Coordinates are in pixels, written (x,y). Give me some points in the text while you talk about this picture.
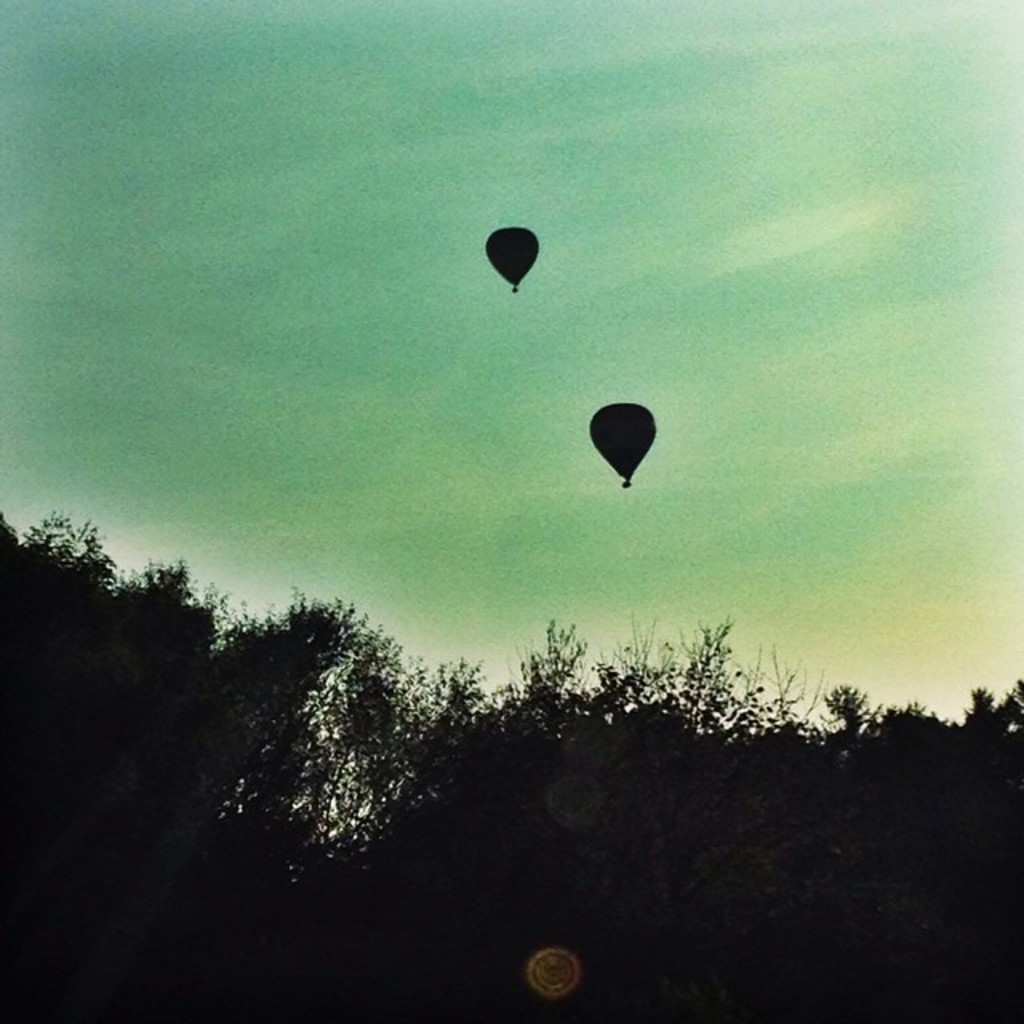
In this image there are two hot air balloons (638,438) and trees (640,739) and a sky (788,461).
